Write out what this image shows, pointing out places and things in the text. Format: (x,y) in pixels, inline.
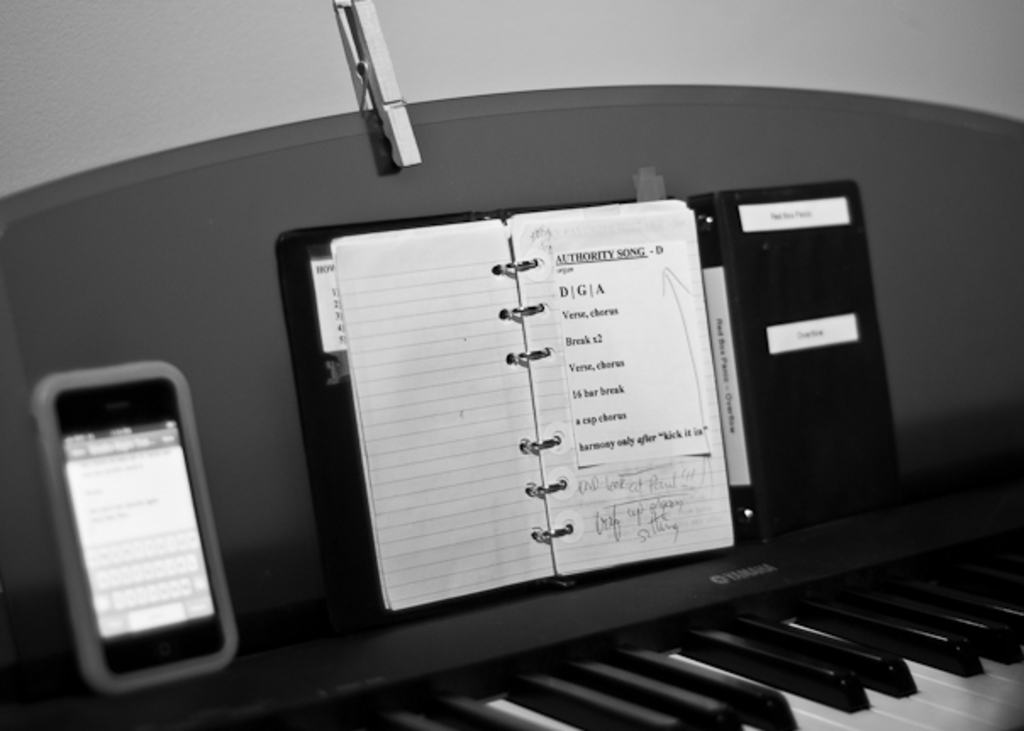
In this image there is one book (557,509) in the middle of the image (514,371). And on the left side (160,515) there is one mobile phone (118,521). On the bottom of the right corner (964,646) there is one piano (712,653) and on the right side of the top corner there is one binder cover (778,344) and on the top of the image (445,38) there is one wall (537,62).
